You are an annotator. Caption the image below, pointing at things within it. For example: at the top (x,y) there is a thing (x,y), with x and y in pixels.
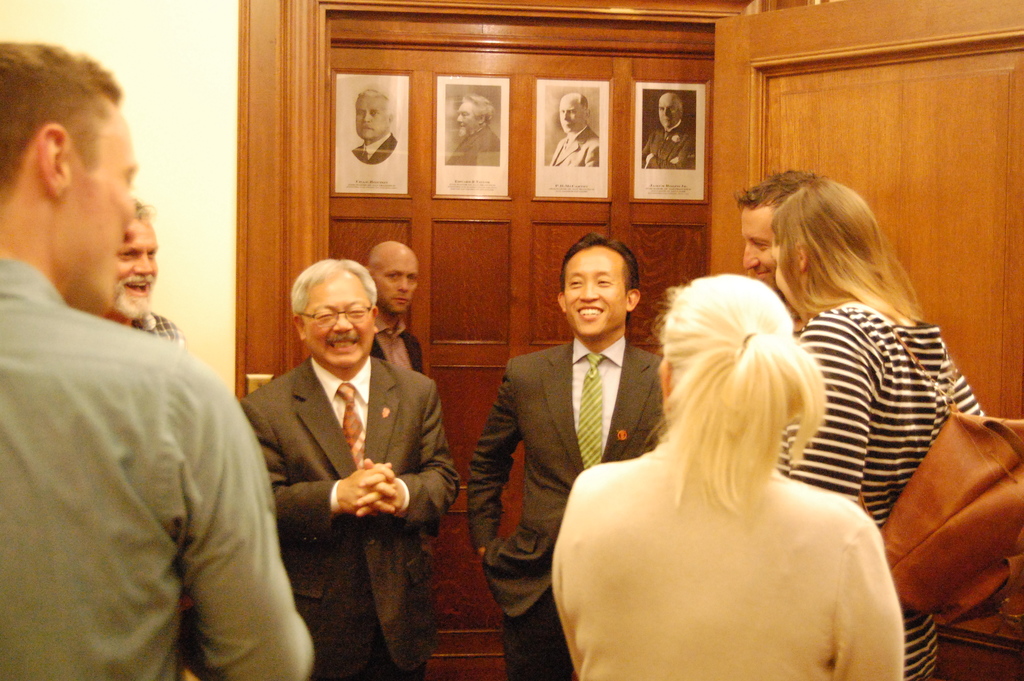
In this image, we can see persons (731,461) wearing clothes (706,558). There are photo frames (694,119) at the top of the image (674,173). There is a door (769,103) in the top right of the image (951,152). There is a person (914,406) on the right side of the image (947,454) wearing a bag (973,420).
